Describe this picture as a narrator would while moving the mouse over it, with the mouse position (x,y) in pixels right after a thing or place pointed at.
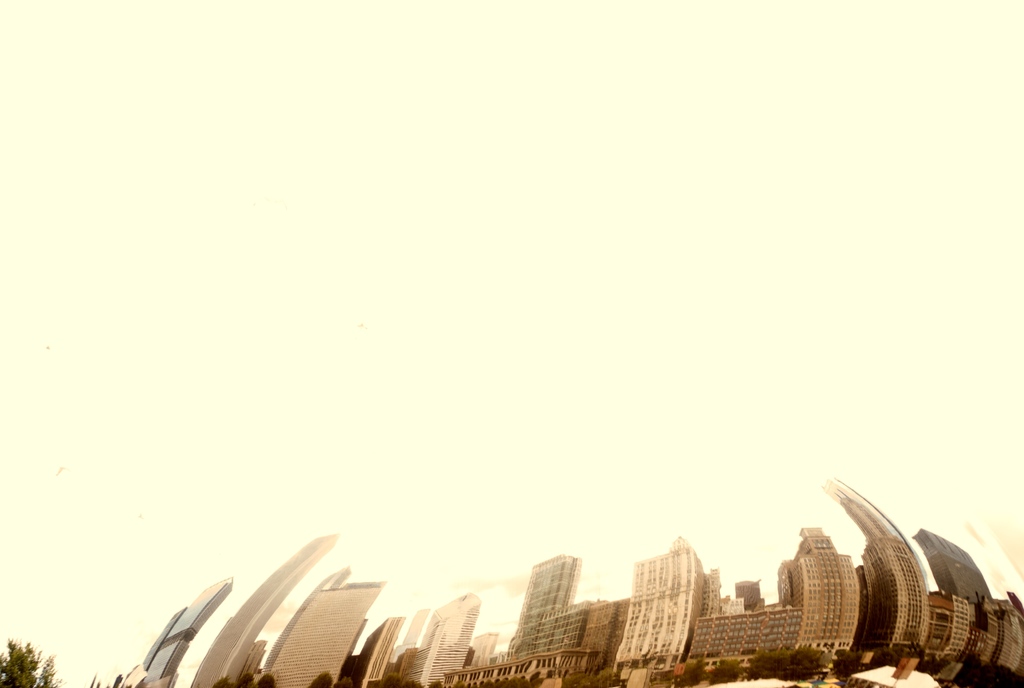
In this image in the front (267,614) there are buildings (626,624) and trees (801,654).
